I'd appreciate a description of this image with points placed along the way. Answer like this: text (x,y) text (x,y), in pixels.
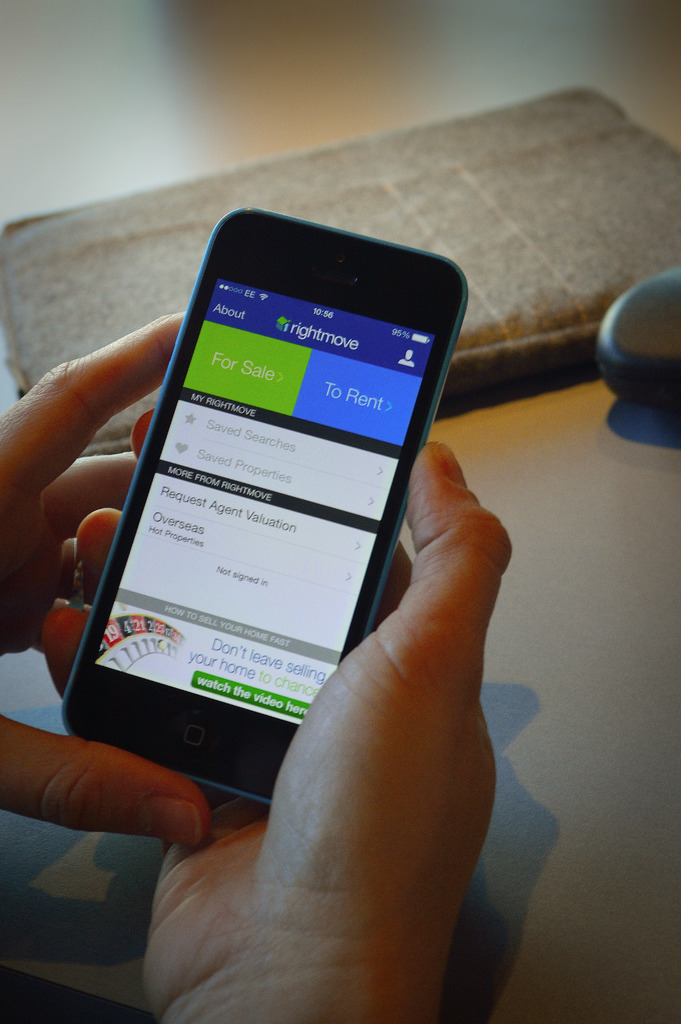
In this image we can see person's hands (103,777) holding a cellphone (277,480) and there are some objects (473,239) on the table (609,597).
